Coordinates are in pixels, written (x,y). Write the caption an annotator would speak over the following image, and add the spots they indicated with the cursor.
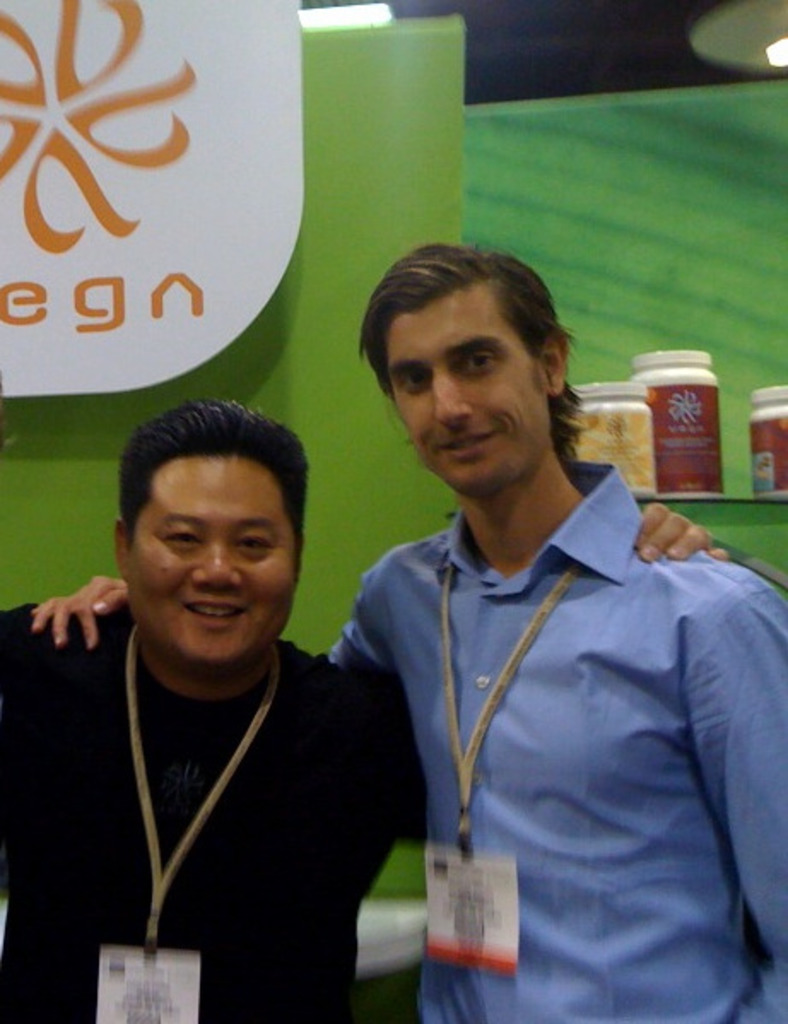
Here in this picture we can see two men (463,544) standing over a place and both of them are wearing ID cards (165,979) and smiling and behind them we can see some jars (651,448) present in the rack (773,503) and we can also see a banner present and we can also see lights (783,59) present on the roof (605,74).
